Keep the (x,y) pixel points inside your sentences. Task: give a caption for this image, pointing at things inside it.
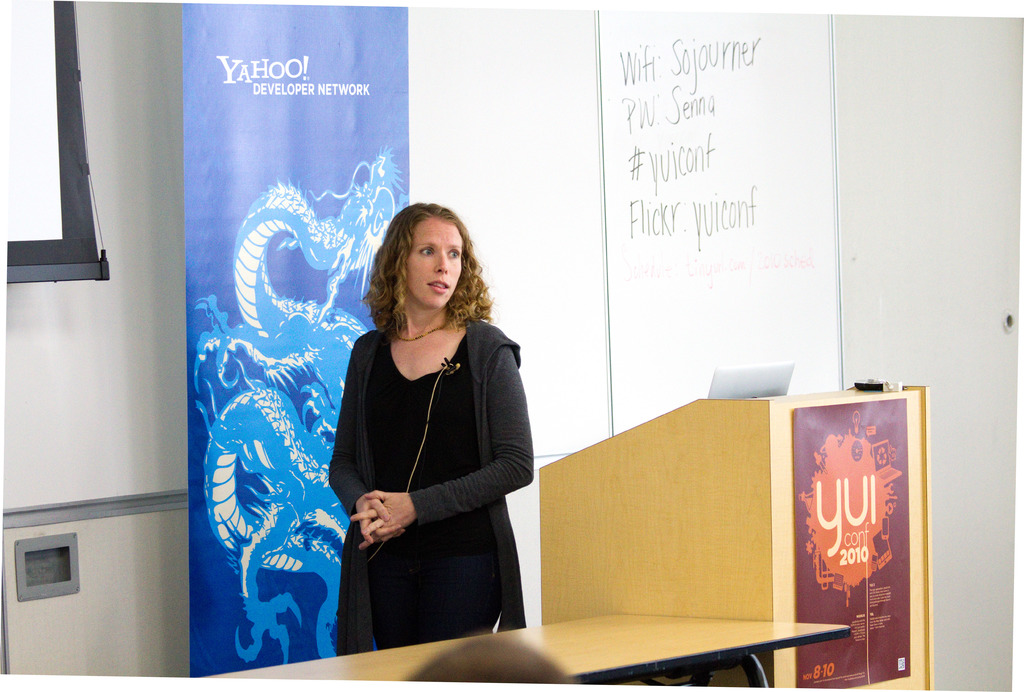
This image is clicked in meeting room (464,542). There is a woman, standing near the podium (908,392). And she is wearing a black colored dress (383,447). At the bottom (530,640), there is a table (411,673) beside the podium (712,599). In the background (226,166) there is a banner (247,141), wall (159,190), whiteboard (498,61).
